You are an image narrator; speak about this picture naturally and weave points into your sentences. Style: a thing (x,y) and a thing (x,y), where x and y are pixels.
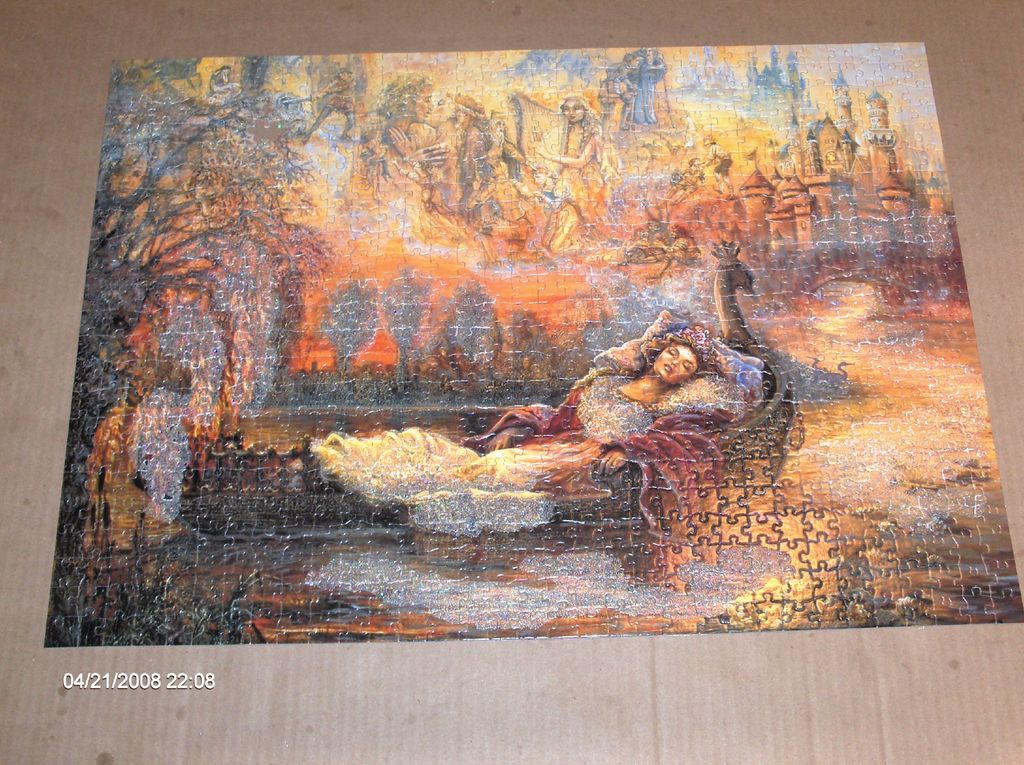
In this picture I can see the jigsaw puzzle (432,209) and in the puzzle (293,309) I can see pictures (390,140) of people (406,445) and I can see few buildings (751,213). I can also see the trees (152,152). On the bottom left corner of this picture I can see the watermark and I see that this puzzle (467,390) is on the brown color surface (892,722).
